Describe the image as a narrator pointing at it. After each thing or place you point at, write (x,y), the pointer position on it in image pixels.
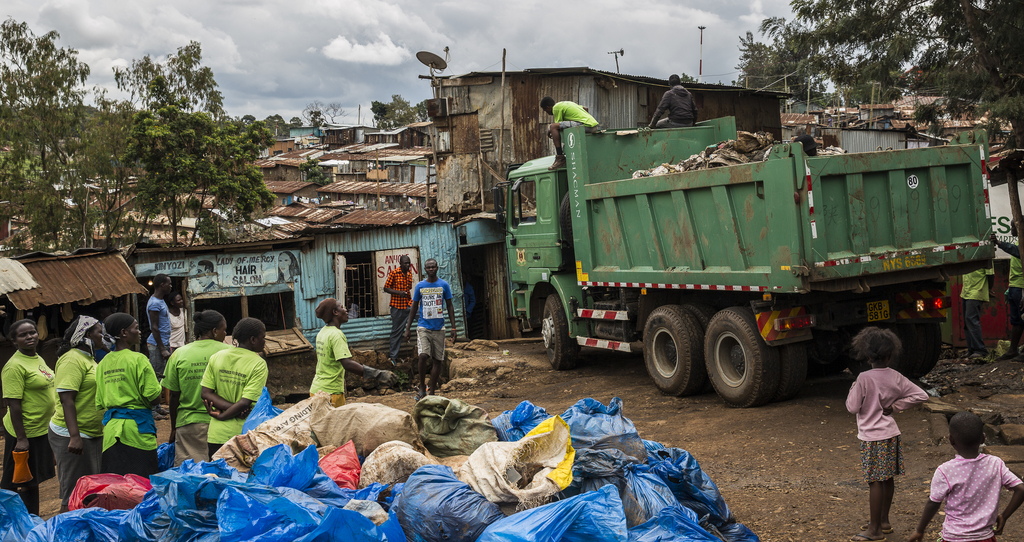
In this picture we can see there are groups of people (326,378) standing and on the right side of the people (239,416) there is garbage (343,438) and a vehicle (676,223) and two kids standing on the path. Behind the people (199,332) there are trees (118,158), houses (329,168), poles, cables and a cloudy sky (705,74).
